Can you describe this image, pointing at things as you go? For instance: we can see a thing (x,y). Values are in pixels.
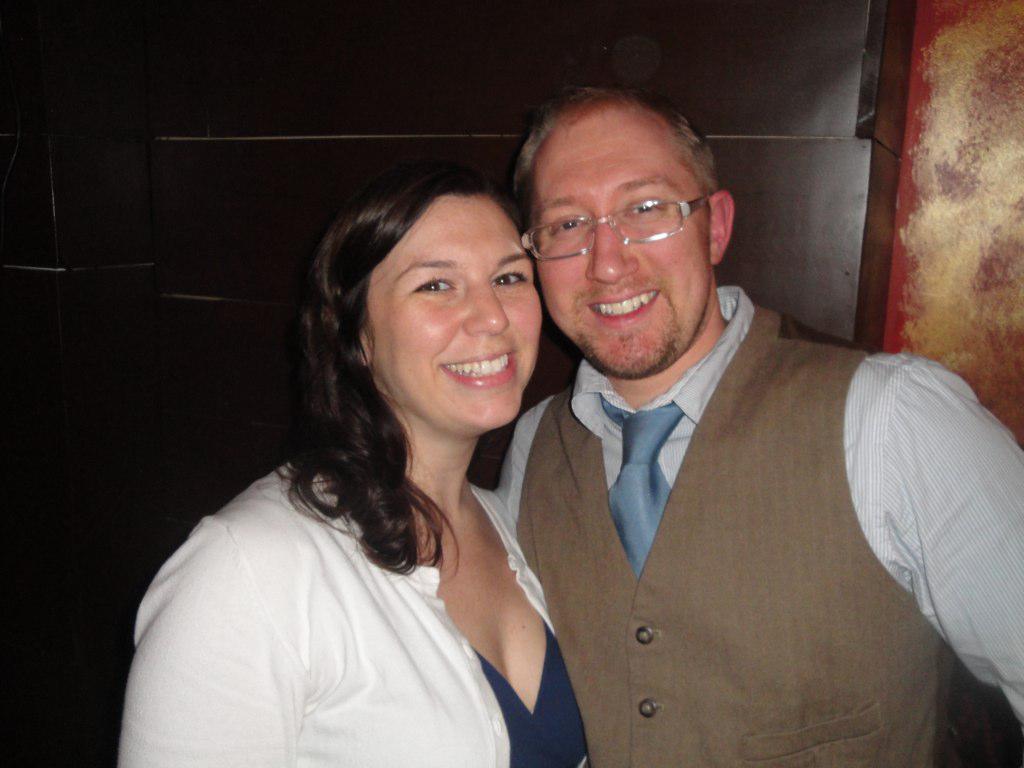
In this picture we can observe a couple (665,425). Both of them was smiling. One of them was wearing white color dress (304,575) and the other was a man (791,425) wearing a brown color coat (710,596). In the background (213,194) there is a wall (451,117).
